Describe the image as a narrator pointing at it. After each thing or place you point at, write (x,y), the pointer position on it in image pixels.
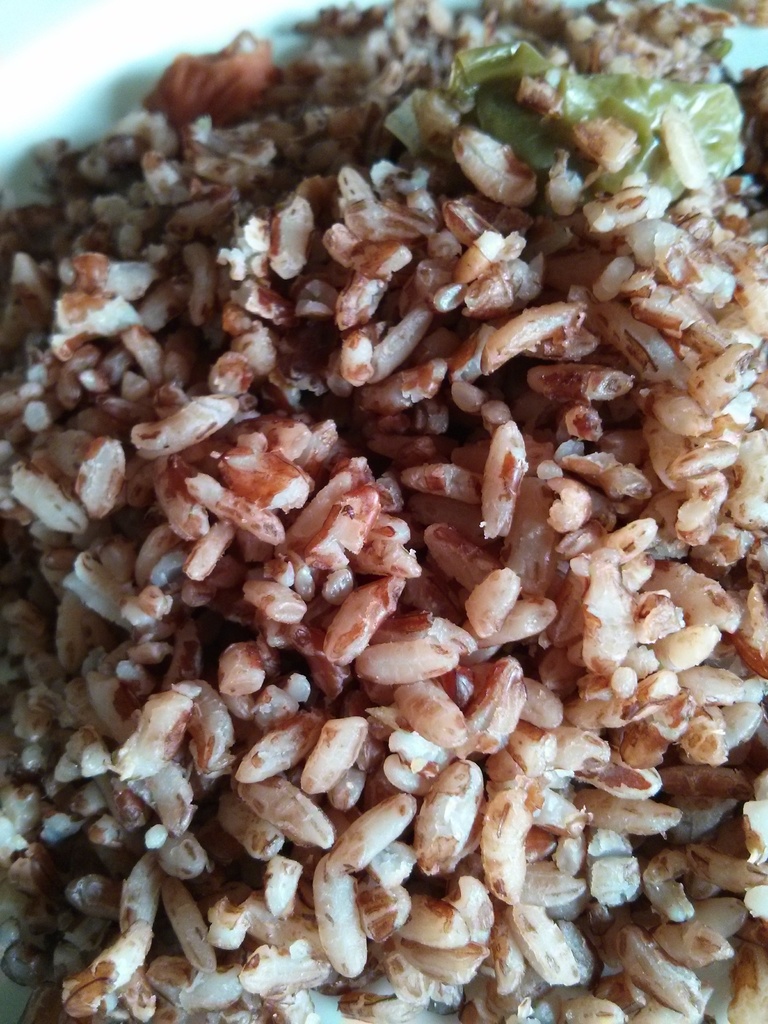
In this picture there is brown rice (496,326) in the center of the image (439,410).
